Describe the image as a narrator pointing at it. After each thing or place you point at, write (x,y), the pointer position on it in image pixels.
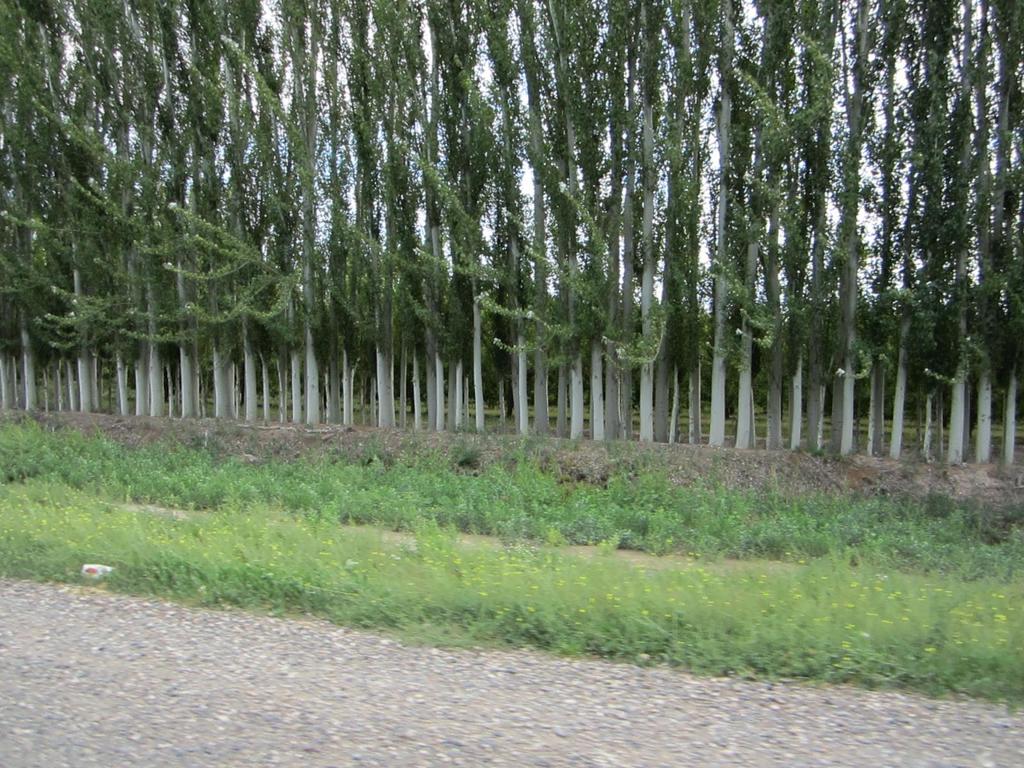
At the bottom of the image (187,734) there is road (195,641). There is grass (563,539). In the background of the image (716,407) there are trees (482,111).
